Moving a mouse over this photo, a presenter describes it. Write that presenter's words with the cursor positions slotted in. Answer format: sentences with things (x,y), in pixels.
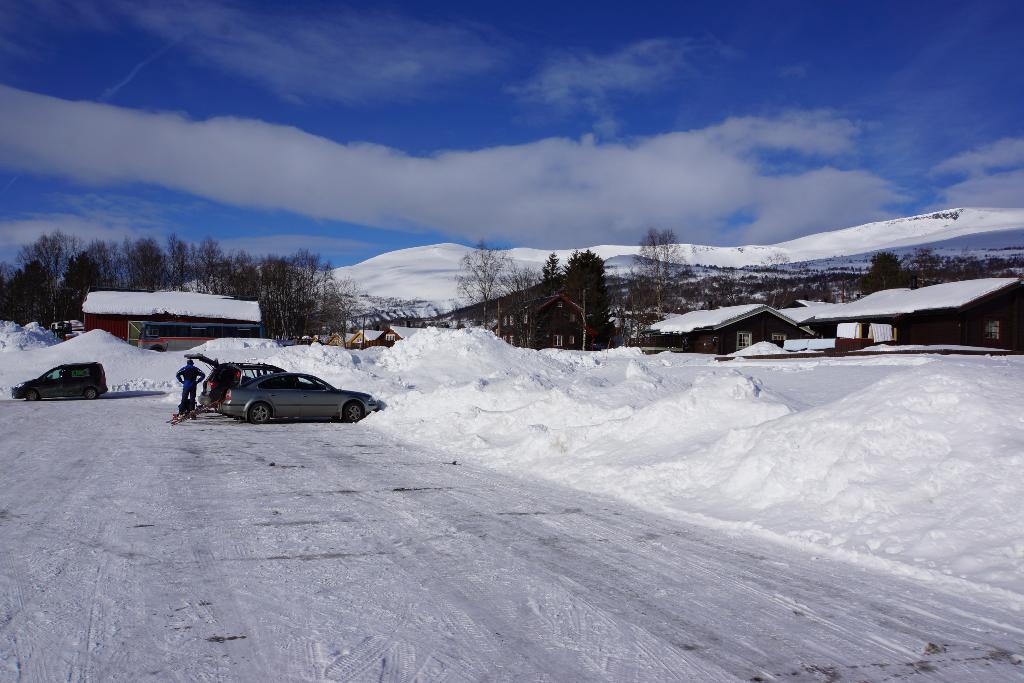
In this image I can see few vehicles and I can also see the person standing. In the background (996,305) I can see few houses (1010,310) covered with snow (186,308), few trees (306,290) in green color and the sky (432,181) is in blue and white color.
